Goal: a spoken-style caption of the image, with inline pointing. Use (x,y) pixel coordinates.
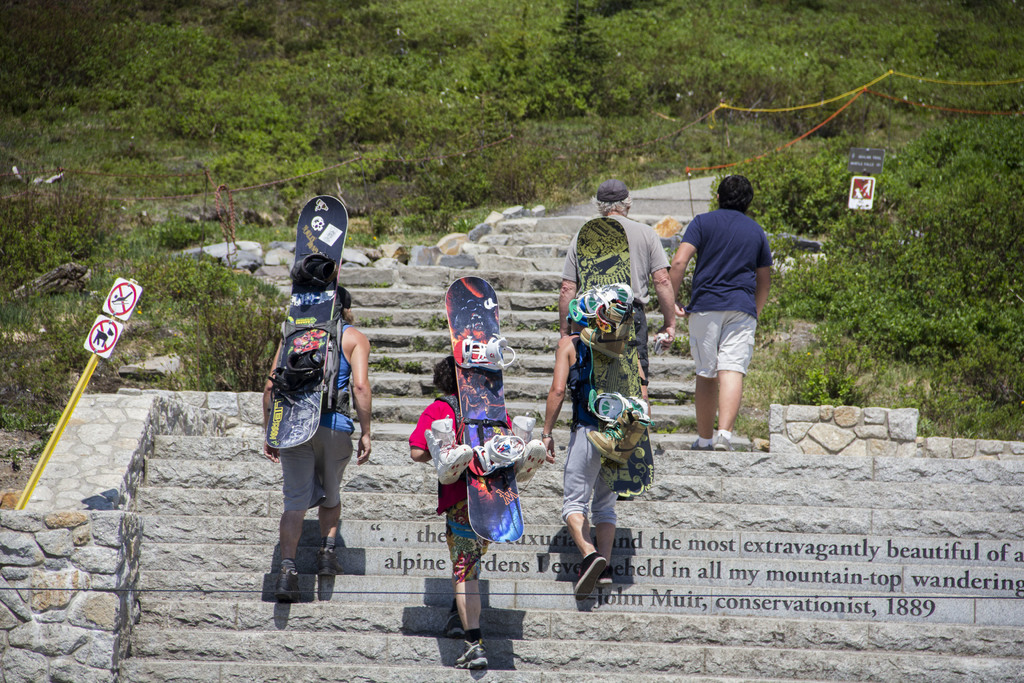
In this image I can see a stair case (219,438) and I can see few persons (742,251) carrying ski board (618,328) and I can see a signboard (129,307) on the left side (107,313) and I can see poles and trees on left side (178,112) and I can see bushes (383,86) and trees (341,125) at the top (589,114).
